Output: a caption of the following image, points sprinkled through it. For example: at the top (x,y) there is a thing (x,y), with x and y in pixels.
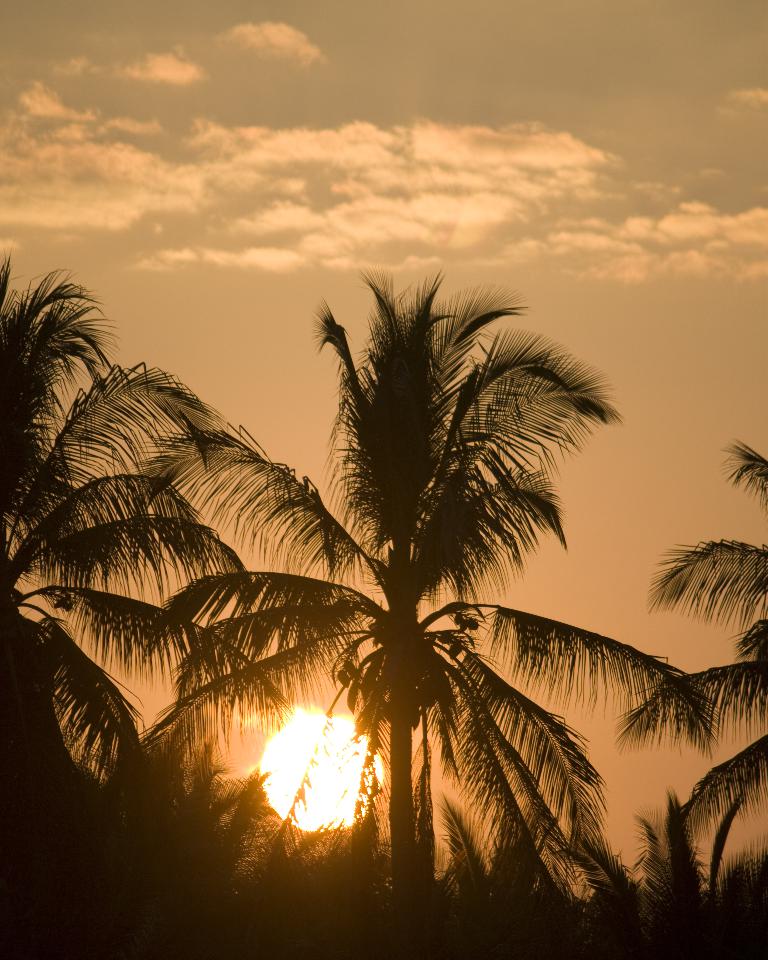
This picture shows few trees (220,585) and bright sun (315,713) in the sky (410,280) and we see few clouds (671,266).
